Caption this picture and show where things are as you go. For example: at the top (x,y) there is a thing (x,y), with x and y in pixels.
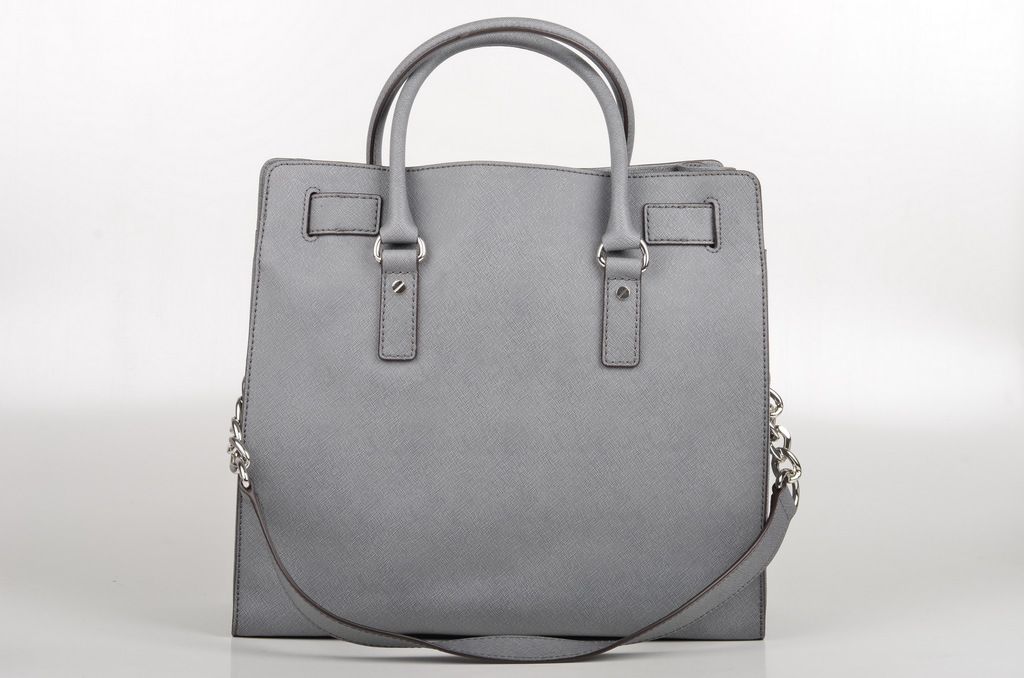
This is a picture of a handbag (759,467). It is in the center of the picture (661,295). Background (888,89) is white.
